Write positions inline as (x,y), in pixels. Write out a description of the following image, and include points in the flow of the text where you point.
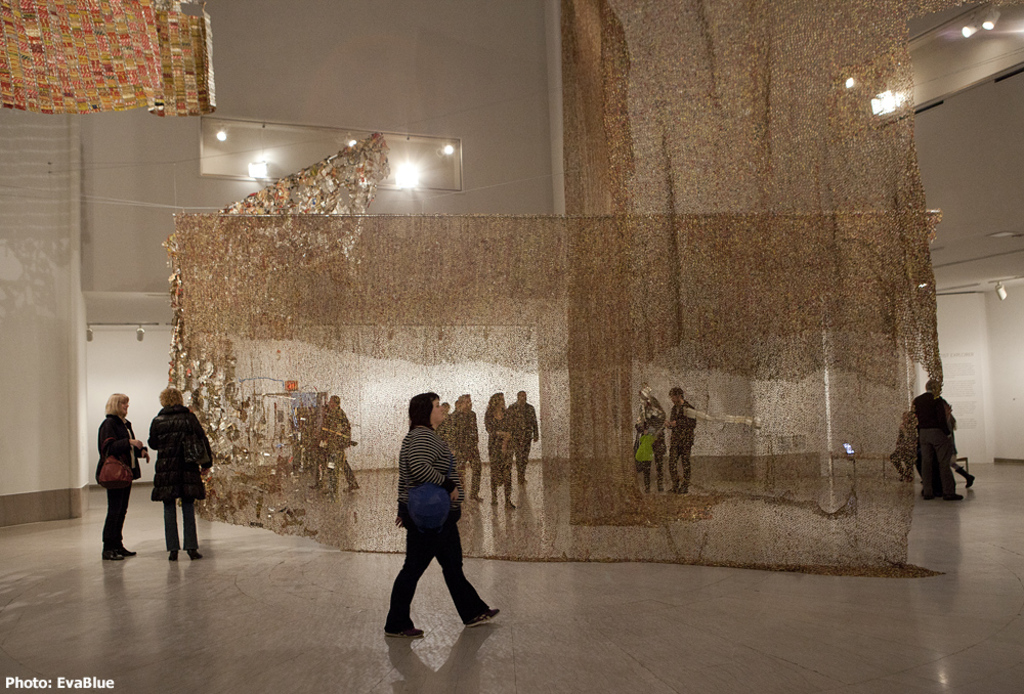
There are people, it seems like curtains (300,442) in the foreground area of the image (467,371), there are lamps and people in the background (936,397).
